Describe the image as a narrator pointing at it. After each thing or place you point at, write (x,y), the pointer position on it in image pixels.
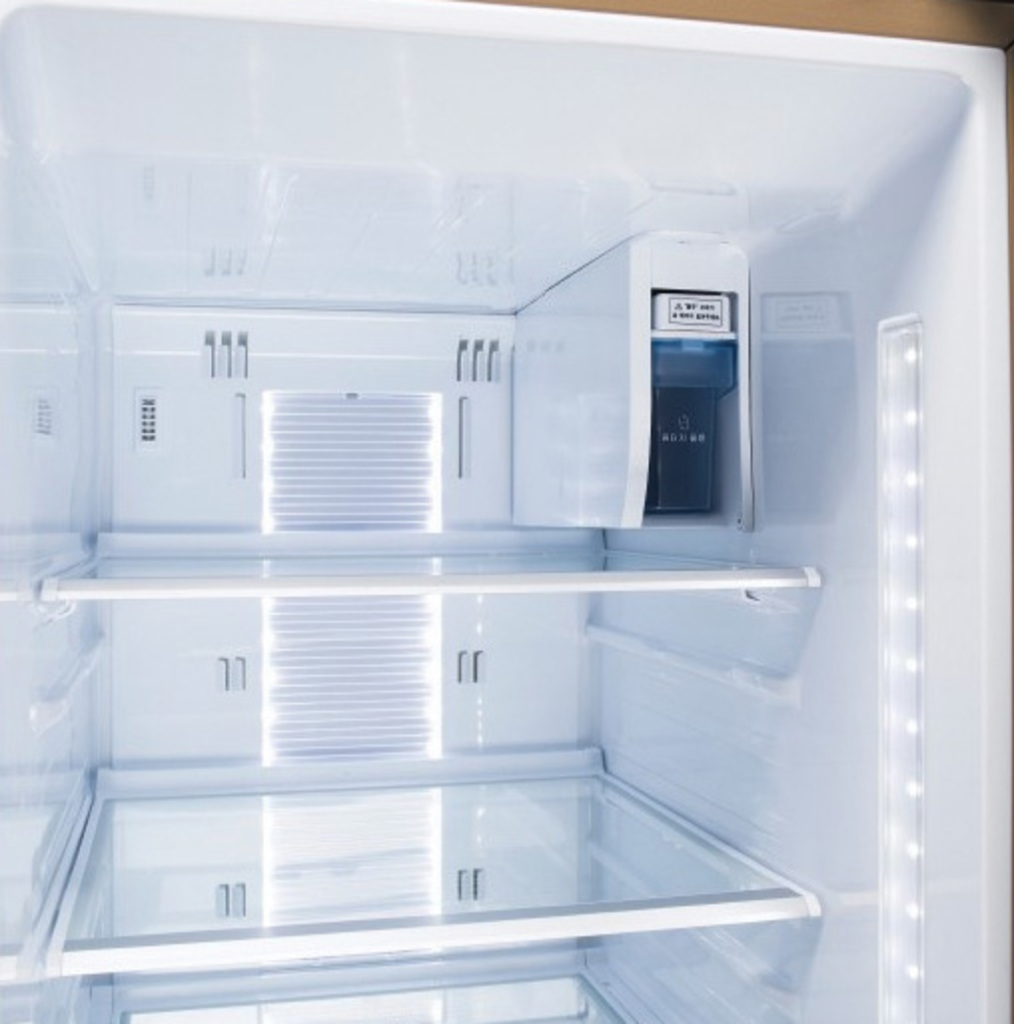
In this image I see the inside view of a refrigerator (294,481) and it is of white in color and I see the compartments (311,588) and I see a black color thing (662,415) over here and I see the lights (887,497).
